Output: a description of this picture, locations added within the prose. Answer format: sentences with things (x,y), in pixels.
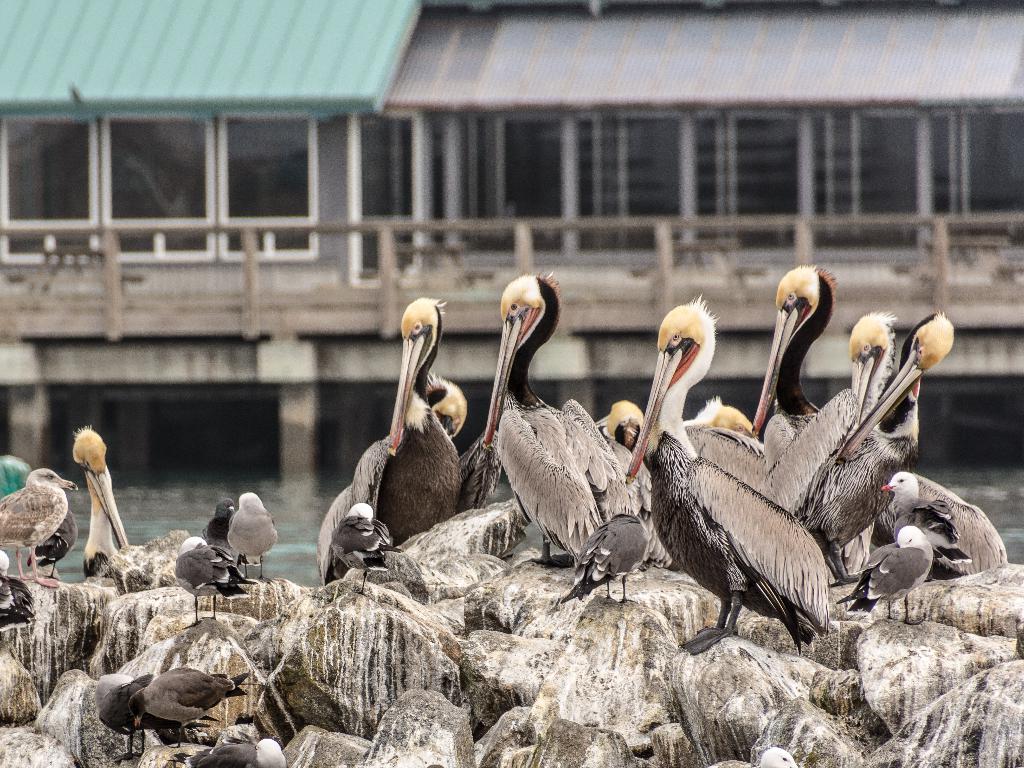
In this picture I can see there are some birds (238,526) sitting on the rocks (129,617) here and there is a lake (301,513), a bridge (88,346) and there are some buildings (974,193) in the backdrop (542,158).
